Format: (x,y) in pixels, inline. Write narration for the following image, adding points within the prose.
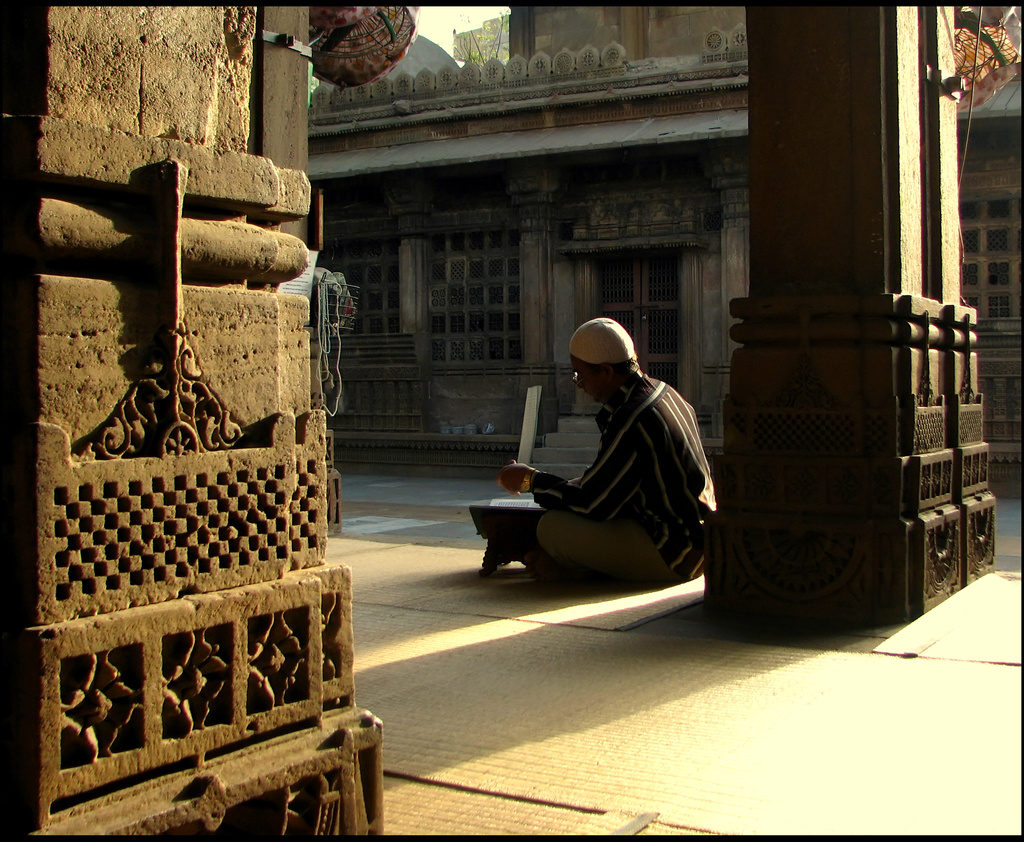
This is the picture of a place where we have a house (710,402), pillar (746,519) and a person (666,450) sitting in front of the pillar (818,82) and also we can see a table (522,515).
